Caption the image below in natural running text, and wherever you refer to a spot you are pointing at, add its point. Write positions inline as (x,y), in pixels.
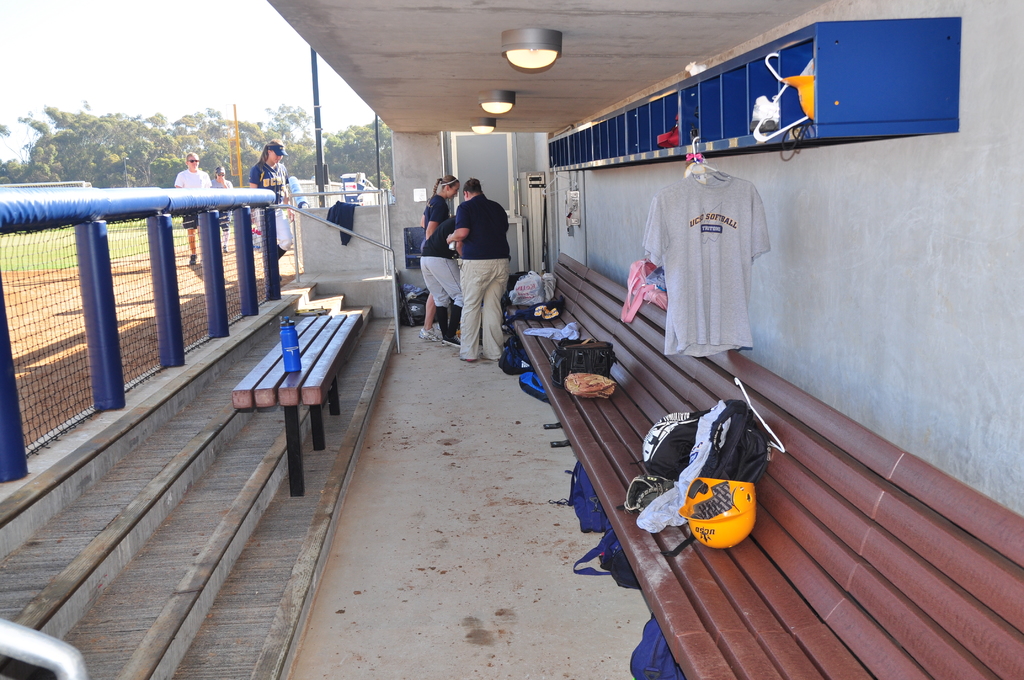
This picture describes about group of people (501,296) you can find helmet (706,502), baggage (668,417), bottle (296,366) on the table (656,400) and also we can find couple of lights (526,33) and trees (62,138).
